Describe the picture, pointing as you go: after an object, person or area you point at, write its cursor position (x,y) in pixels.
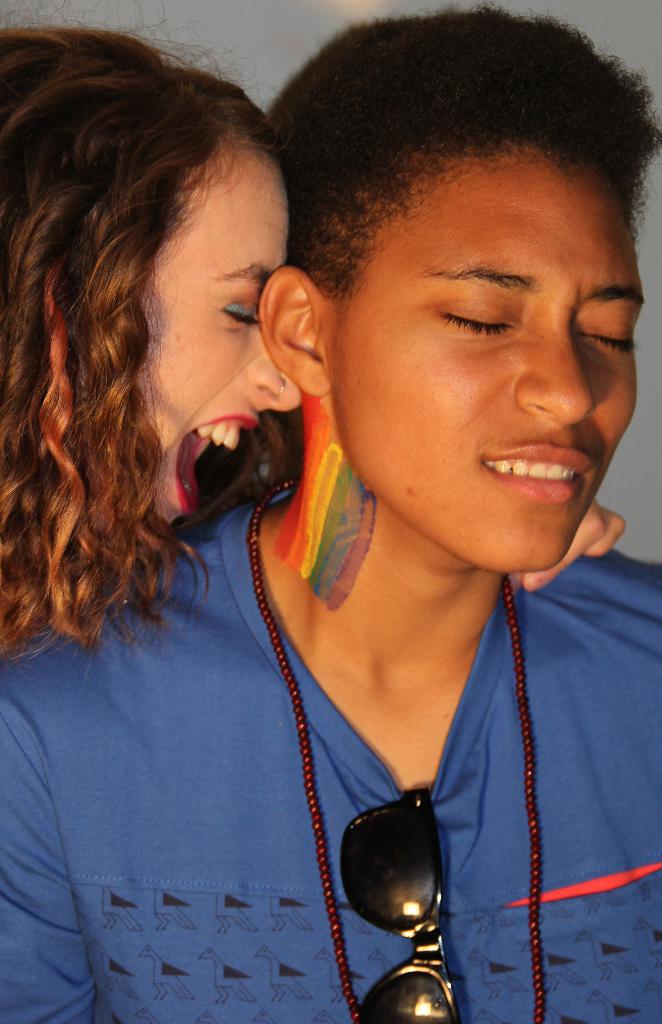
In this picture we can see two persons (147,468), this person (535,679) wore a blue color t-shirt (574,741), we can see goggles (411,921) here, in the background (249,75) there is a wall (235,38).
